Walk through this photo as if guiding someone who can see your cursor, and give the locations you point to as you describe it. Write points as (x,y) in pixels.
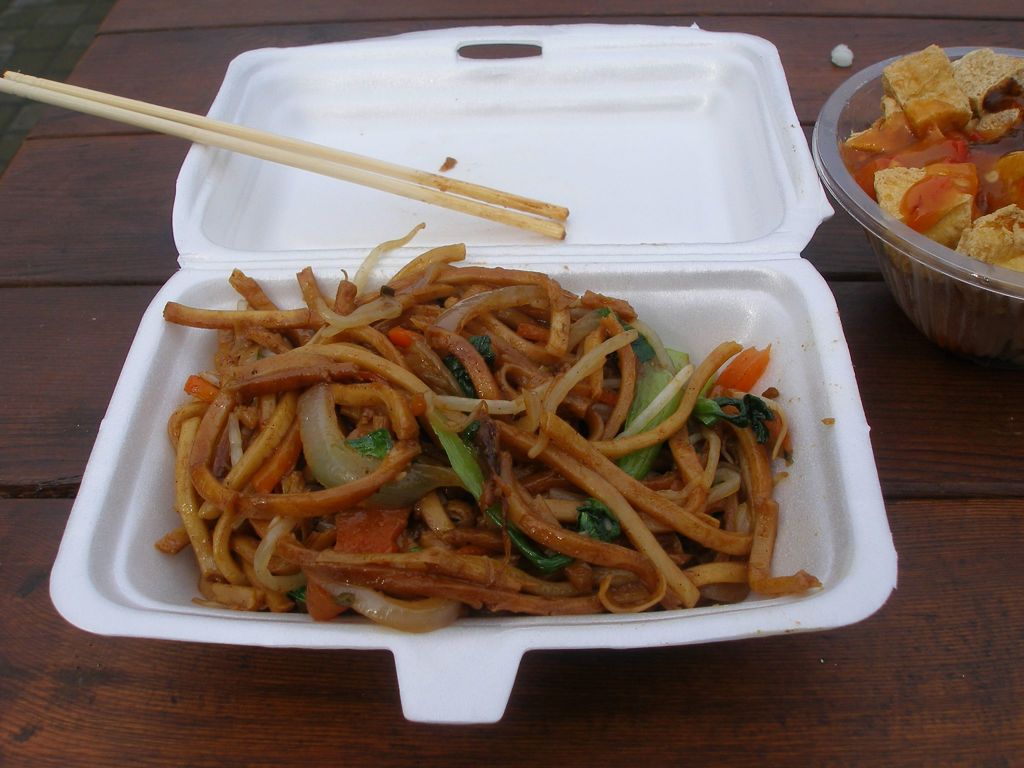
This picture contains a table (587,716) on which white box (720,627) containing noodles (421,393), chopstick (256,153) are placed on it and we even see bowl (944,252) containing food (901,165) is also placed on the table (952,646).
